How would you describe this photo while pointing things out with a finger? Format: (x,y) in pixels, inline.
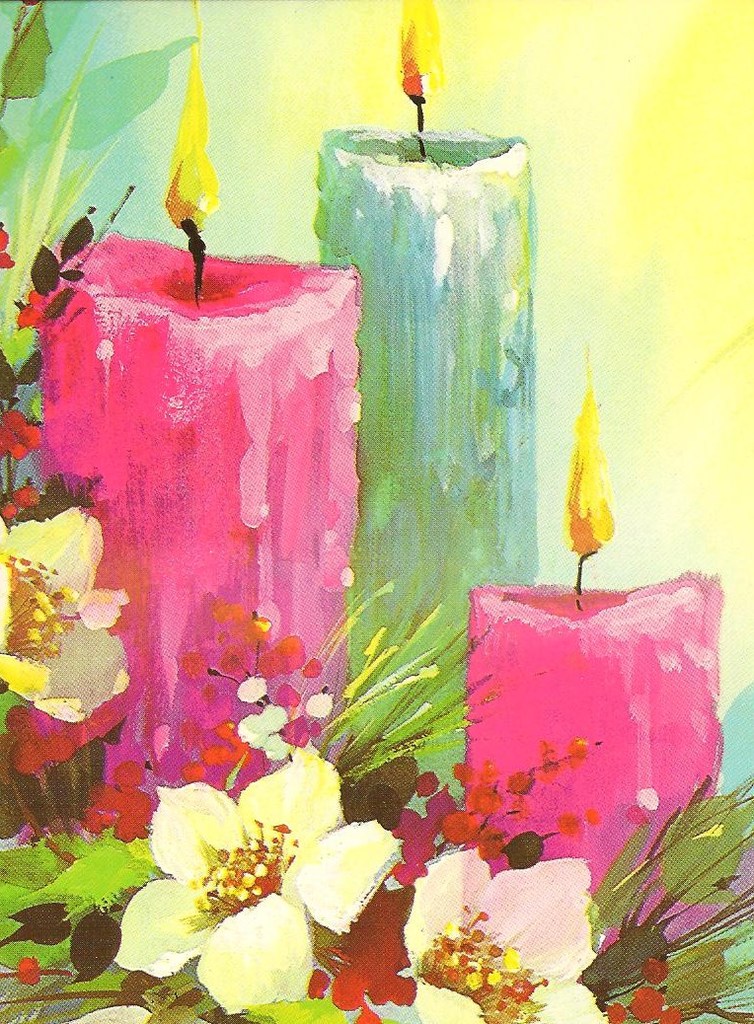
In this image, we can see the painting (519,495) of candles (511,607) and flowers (8,585).
